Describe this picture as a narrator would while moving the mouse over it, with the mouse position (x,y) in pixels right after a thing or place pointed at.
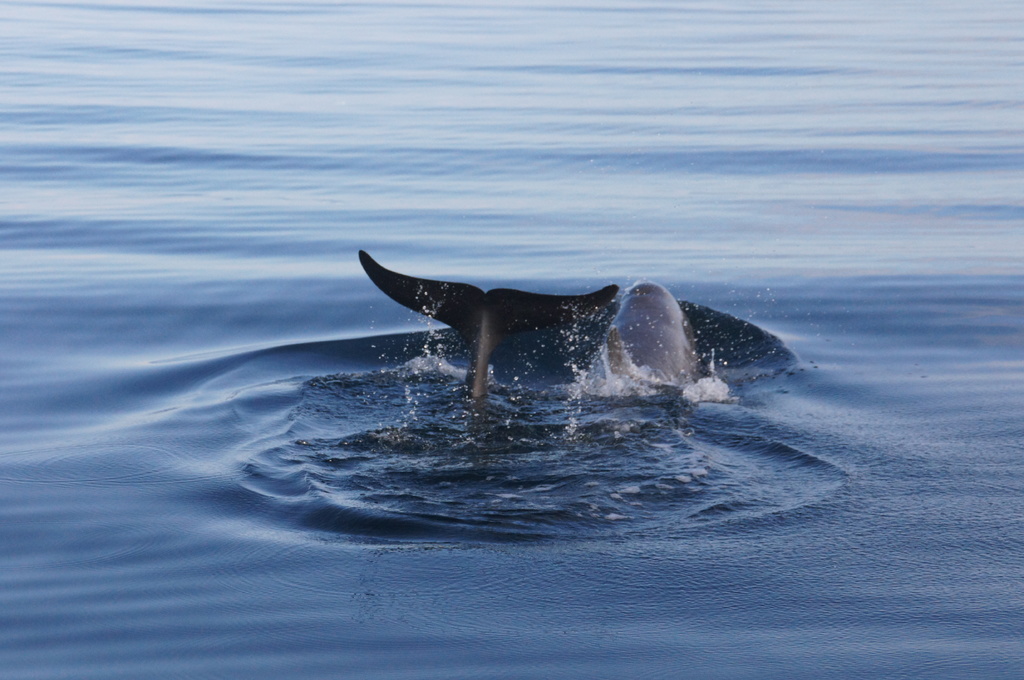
In this image there is a dolphin (416,309) in the water (393,193).
